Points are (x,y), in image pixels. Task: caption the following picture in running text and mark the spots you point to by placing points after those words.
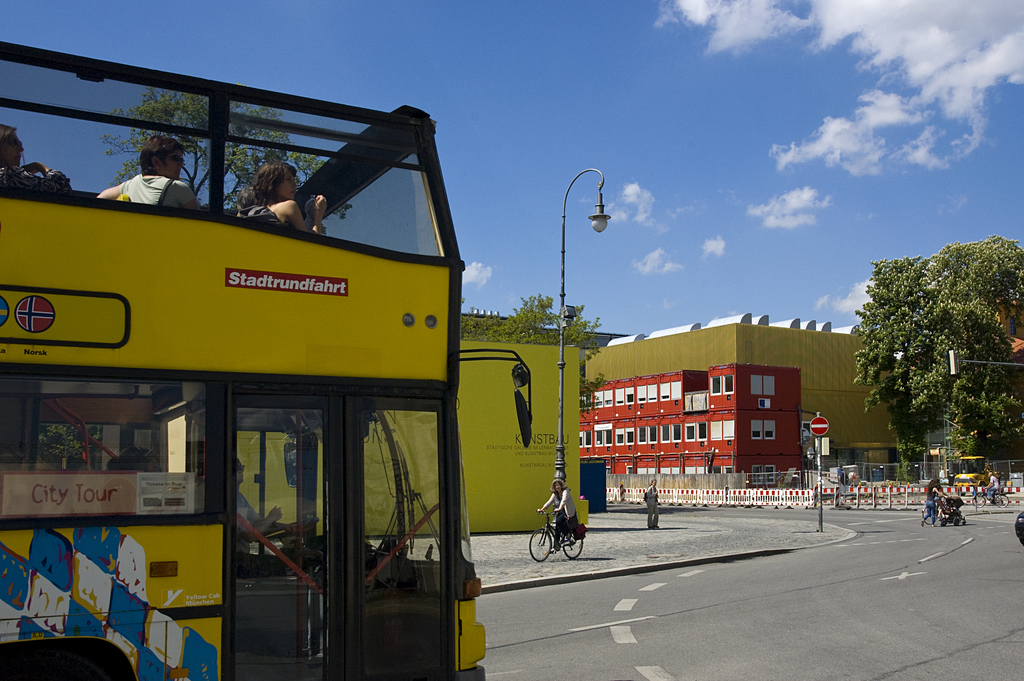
In this picture we can see a group of people (59,180) sitting in a Double Decker Bus (149,261) and the bus (292,561) is on the road (549,627). Behind the people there is a person (570,524) riding a bicycle (533,538) on the path (519,539) and a woman (925,509) is pushing the stroller (951,508). Behind the people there is a pole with light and another pole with sign board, trees (936,365), buildings (694,371) and a sky (663,276).
